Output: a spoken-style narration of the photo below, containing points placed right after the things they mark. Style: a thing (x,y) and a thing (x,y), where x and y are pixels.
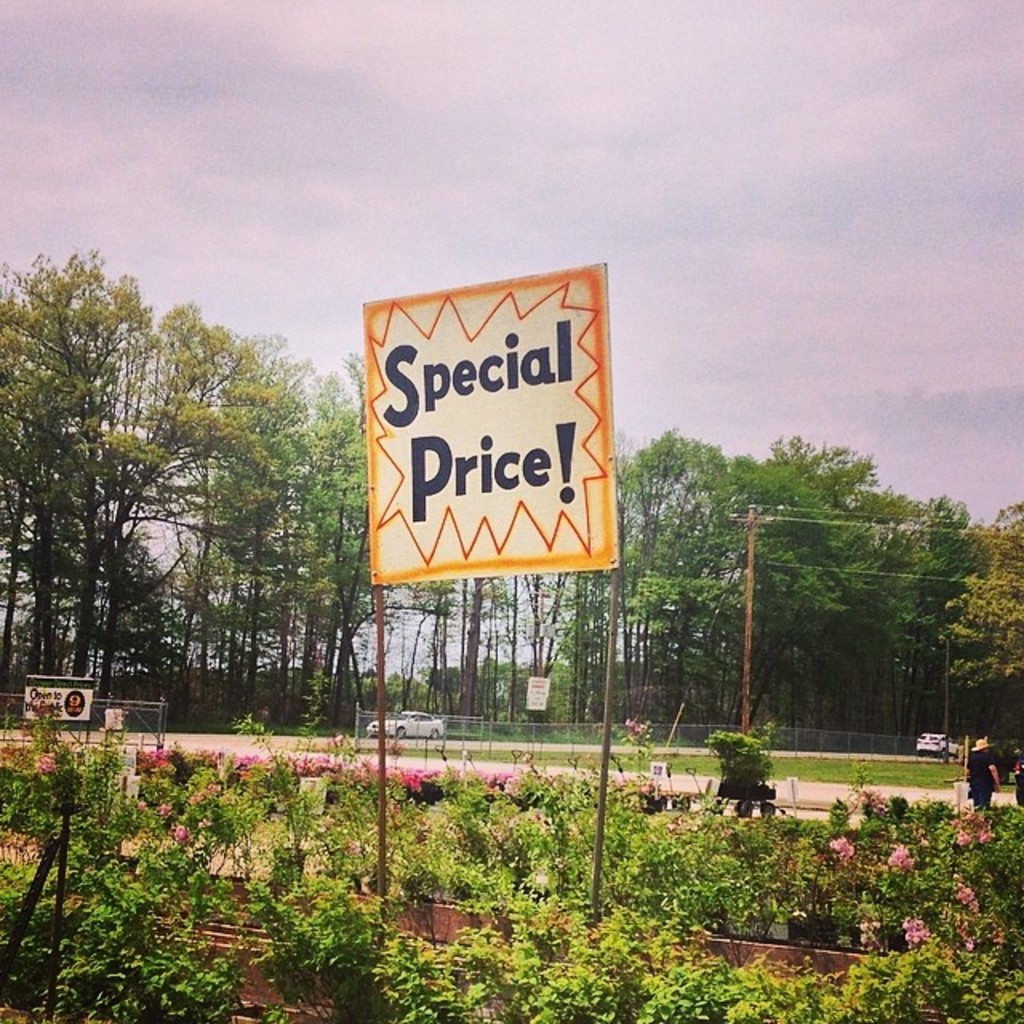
This is the name board (432,530), which is attached to the poles (596,874). These are the plants (481,868) with flowers (895,861). I can see two cars (925,740) on the road (289,737). These are the trees (270,492). This looks like a current pole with current wires (768,506). At the right corner of the image (981,770), I can see a person (981,763) standing.
